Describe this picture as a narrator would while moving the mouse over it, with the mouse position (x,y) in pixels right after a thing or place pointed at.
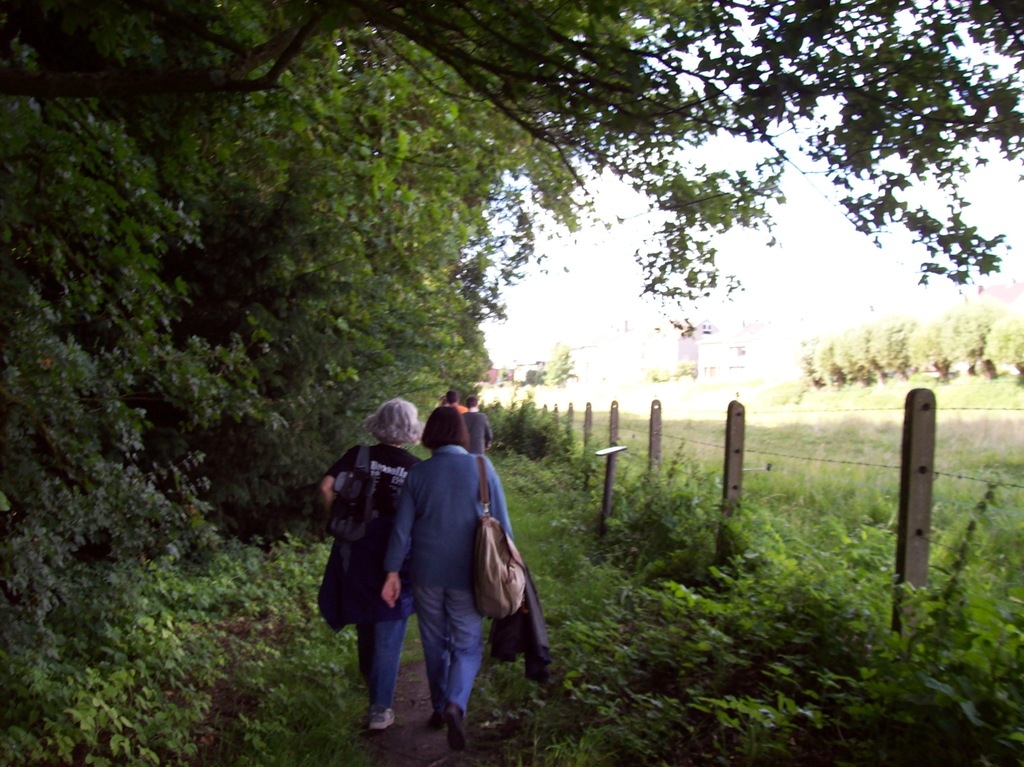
In this image we can see the persons (442,536) holding the bags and walking on the path (434,752). We can also see the grass (981,526), plants (852,686) and also the trees (130,258). We can also see the fence (918,410) with the rods (909,444). Sky (837,270) is also visible in this image.
